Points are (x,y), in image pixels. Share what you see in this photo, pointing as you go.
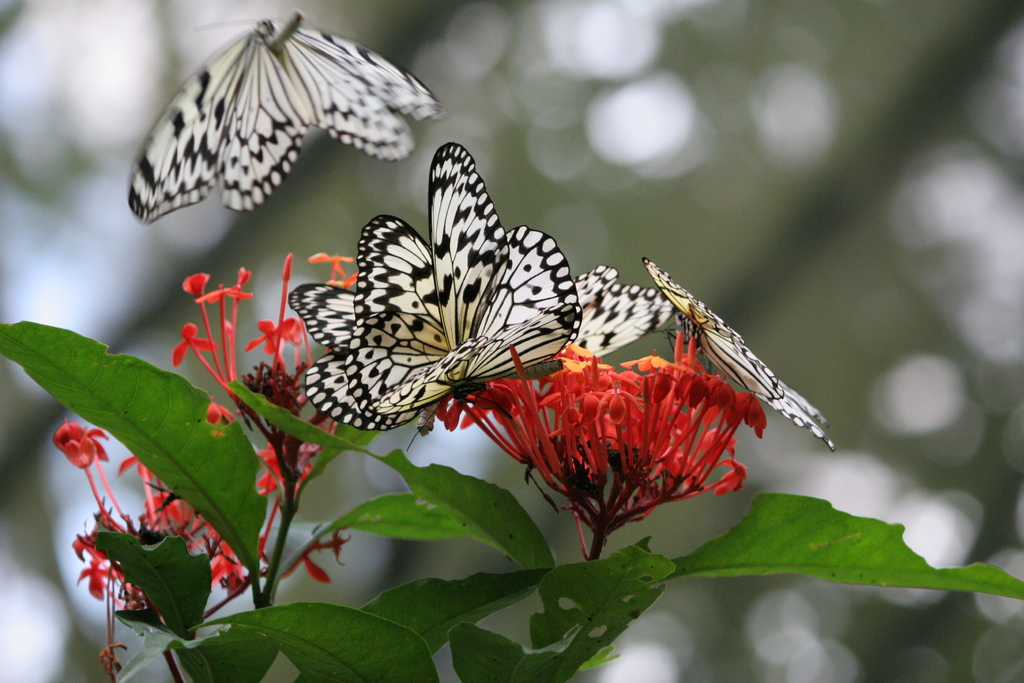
In this picture I can see there are few butterflies (555,371) on the flower (614,420) and there is another butterfly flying here. There are few leaves (524,564) and the backdrop (131,53) is blurred.
